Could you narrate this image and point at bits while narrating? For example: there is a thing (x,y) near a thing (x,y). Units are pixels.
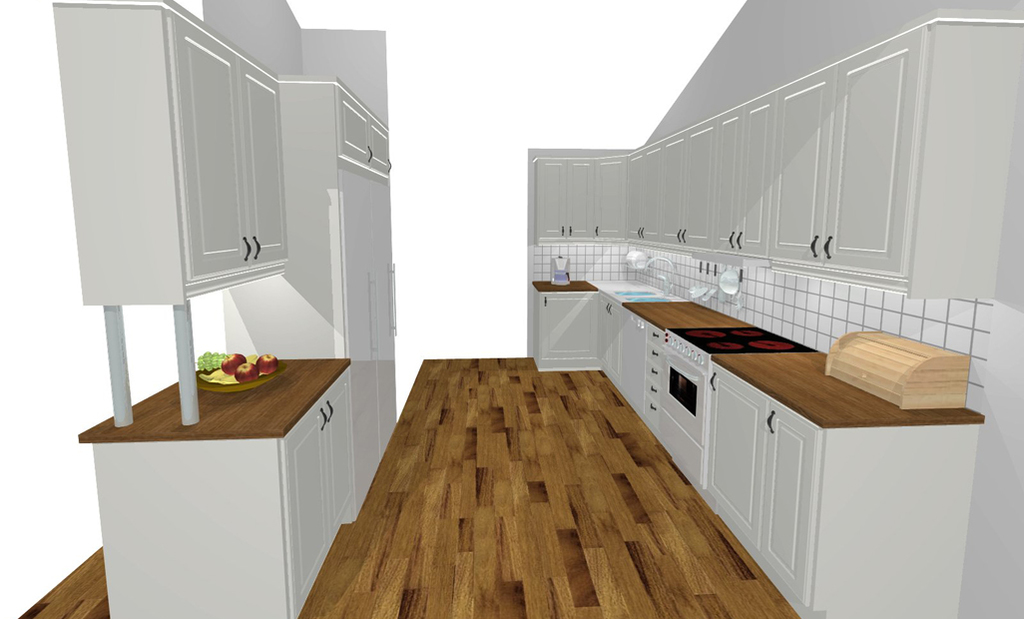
This image is a depiction and in this image we can see some shelves (324,172) with doors (780,181). We can also see some fruits (228,361) in the plate (276,371). At the bottom (538,501) there is floor (579,541).
